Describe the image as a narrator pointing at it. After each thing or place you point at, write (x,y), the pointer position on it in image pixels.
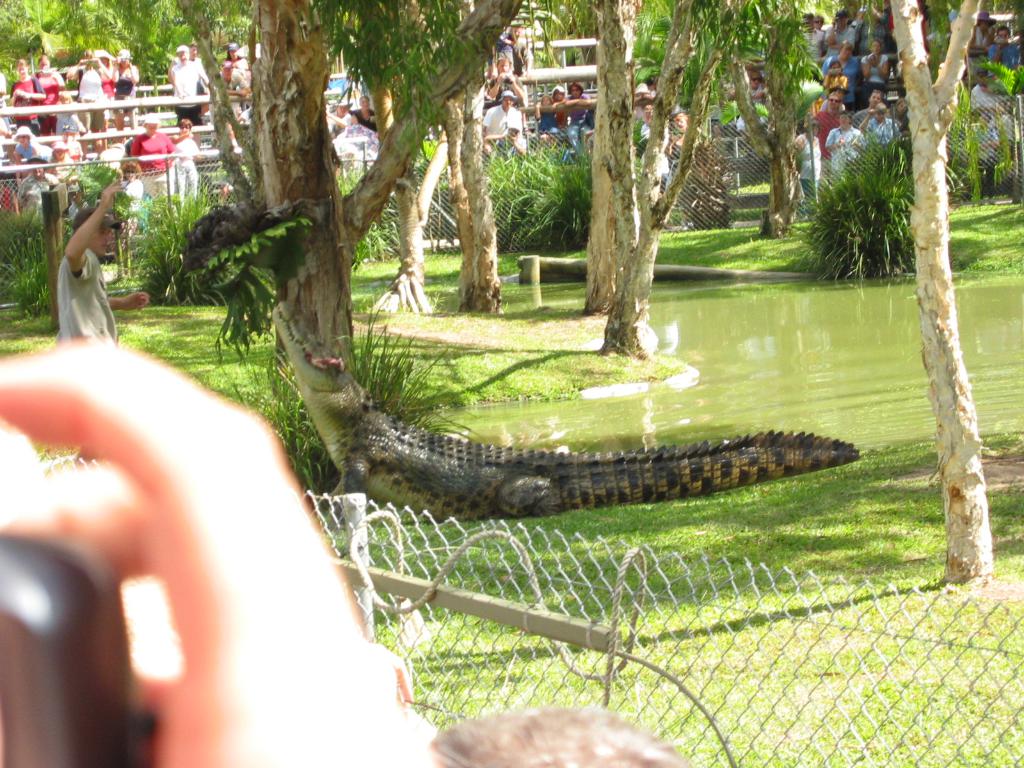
This image is taken outdoors. At the bottom of the image (343,757) a person (420,740) is holding a camera (56,635) in hands (143,431) and there is a fence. In the middle of the image (679,502) there is a ground (798,500) with grass (461,392) on it and there is a pond (802,332) with water (982,369). In the middle of the image (362,425) there is a crocodile (377,455) on the ground (579,393) and a man (109,243) is standing on the ground (490,316). In the background (469,299) there are a few trees (418,199) and plants (233,227). Many people (852,78) are standing on the ground (770,511) and there are a few railings (46,108).
